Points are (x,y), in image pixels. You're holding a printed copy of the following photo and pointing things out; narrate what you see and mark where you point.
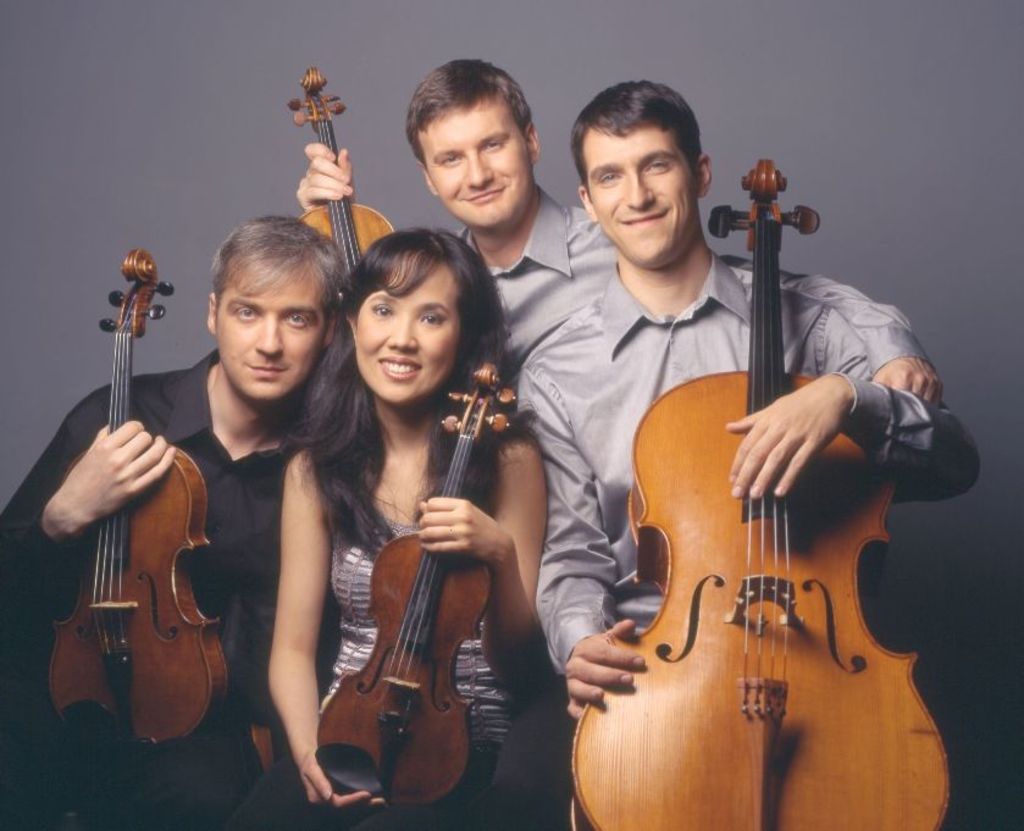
In this picture, we see four people (648,329) holding instruments (710,517) in their hands (752,427). Among them, there are men (662,314) and a woman (503,570) and all of them are smiling. Behind them, we see a wall (862,66) which is grey in color.
